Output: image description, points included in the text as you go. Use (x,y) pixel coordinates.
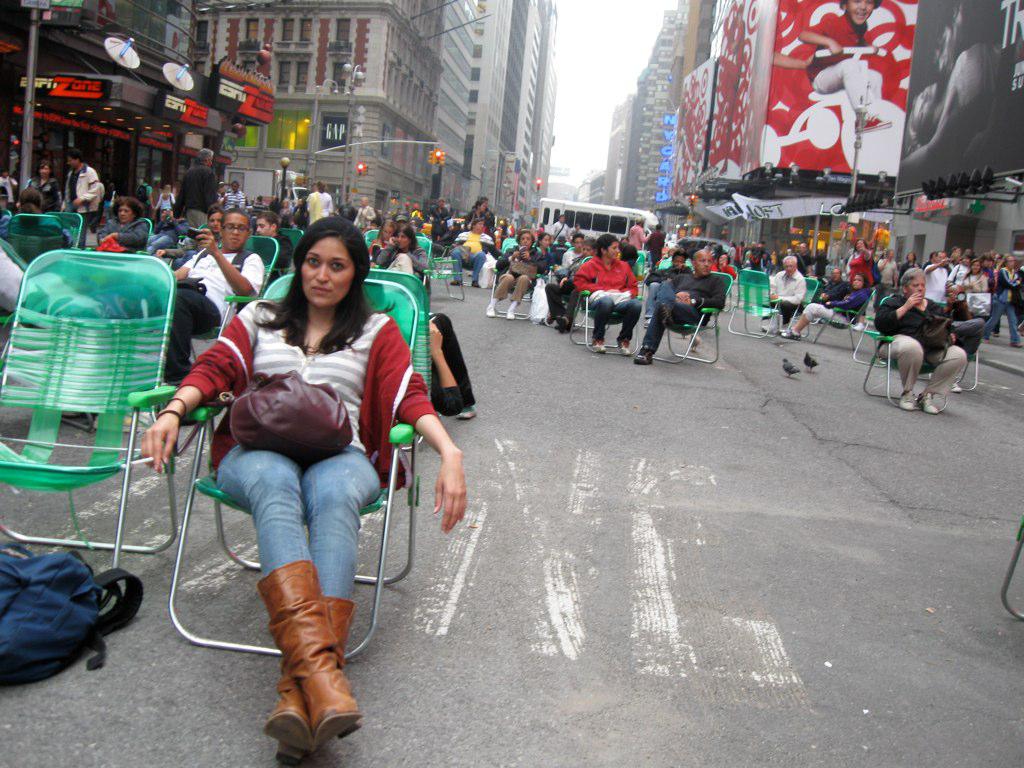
In this image we can see a group of people (811,307) sitting on chairs (216,503) placed on the road (565,570), a bag (46,600) is placed on the ground (146,641). One person (259,264) is holding a mobile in his hand (214,243). To the right side of the image (1004,280) we can see some people (934,274) standing, the group of lights (963,193). To the left side of the image (131,123) we can see a building (157,94) with sign board (193,112) with some text (189,119) on it. In the background (391,173), we can see some traffic lights (440,162), poles (312,176), buildings (494,117) with windows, a poster (846,67) with a photo (927,57) on it and the sky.
